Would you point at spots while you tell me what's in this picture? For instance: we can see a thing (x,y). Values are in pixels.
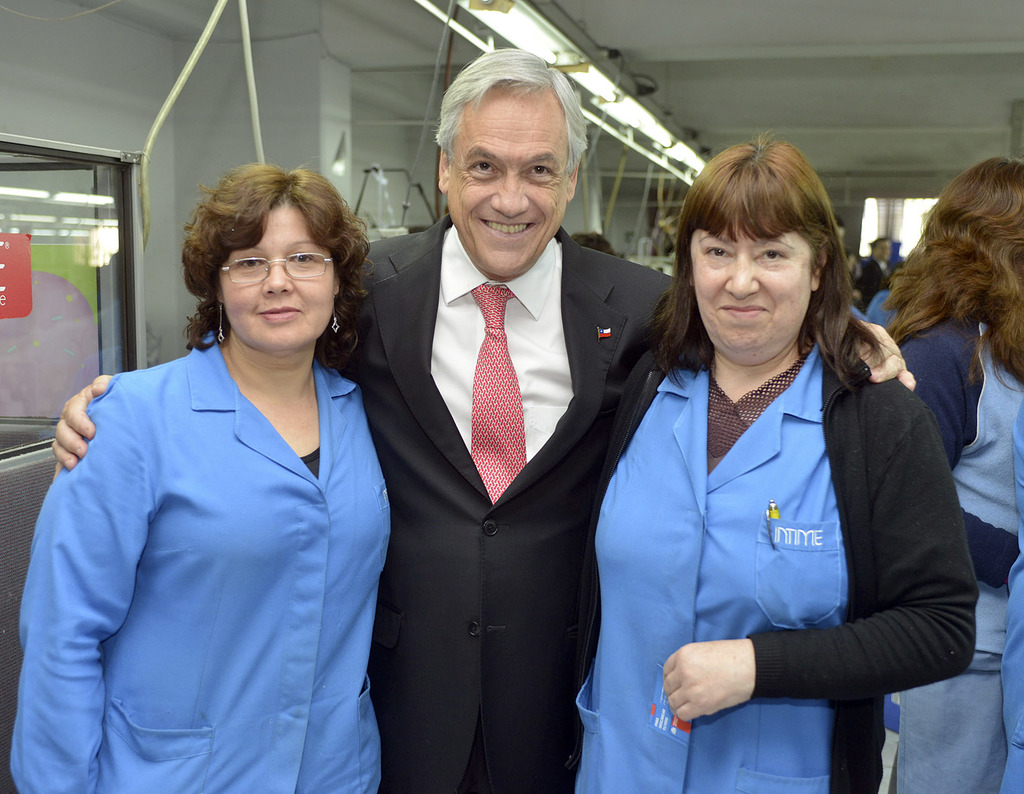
In the image there is an old man (549,285) in black suit (443,735) standing in the middle of two women (341,327) in blue apron (121,671), behind them there are many people (988,521) standing and there are lights (557,61) on the ceiling (445,4).
